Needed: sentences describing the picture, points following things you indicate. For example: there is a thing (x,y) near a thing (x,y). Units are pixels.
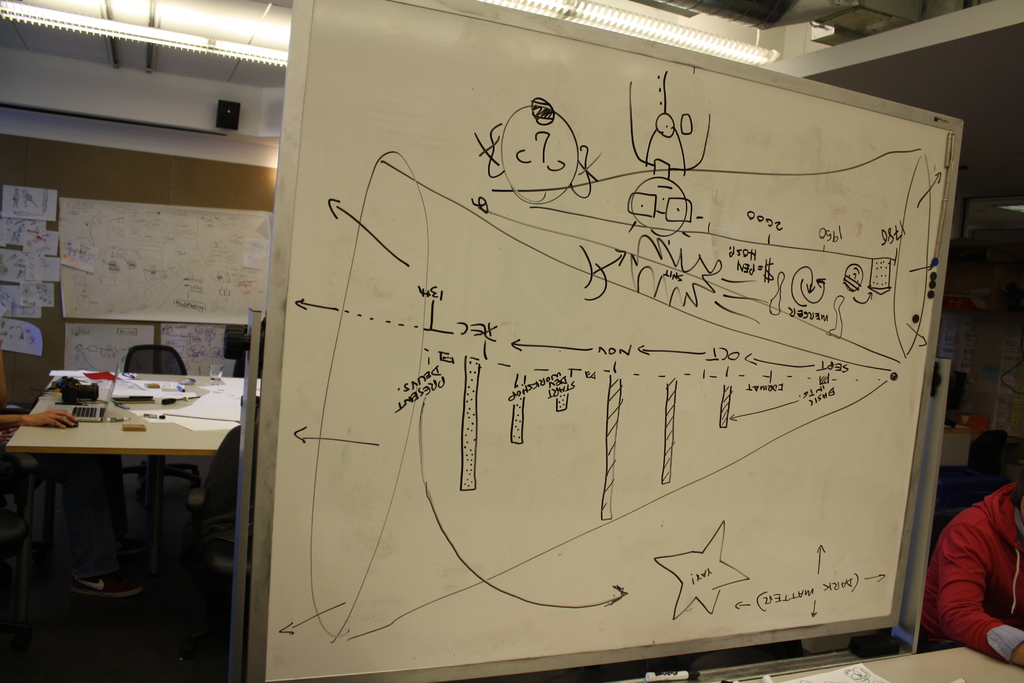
In this image I can see a person (48,415) is sitting on the chair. On the table (175,429) there is a paper (221,402), laptop (87,406), mouse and a marker (153,416). In front (665,223) there is a board (652,223) on the board (656,409) some thing (607,407) is written with the black marker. At the back side (171,278) there is a chart paper (106,250) on the board (68,279). At the back side (148,128) the wall (140,105) is in white color. On the right side (975,561) the person (988,573) is wearing a red jacket (959,564).
